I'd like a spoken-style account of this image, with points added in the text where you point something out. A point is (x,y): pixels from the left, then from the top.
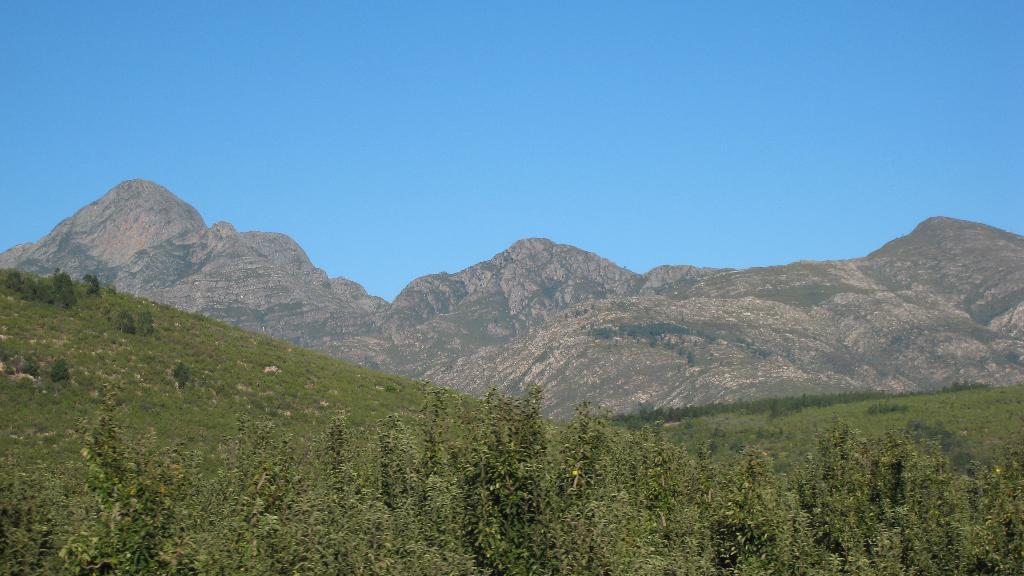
Sky (354,70) is in blue color. Far there are mountains (524,281). Land (359,428) is covered with grass (214,441). Here we can see tree (706,511).
